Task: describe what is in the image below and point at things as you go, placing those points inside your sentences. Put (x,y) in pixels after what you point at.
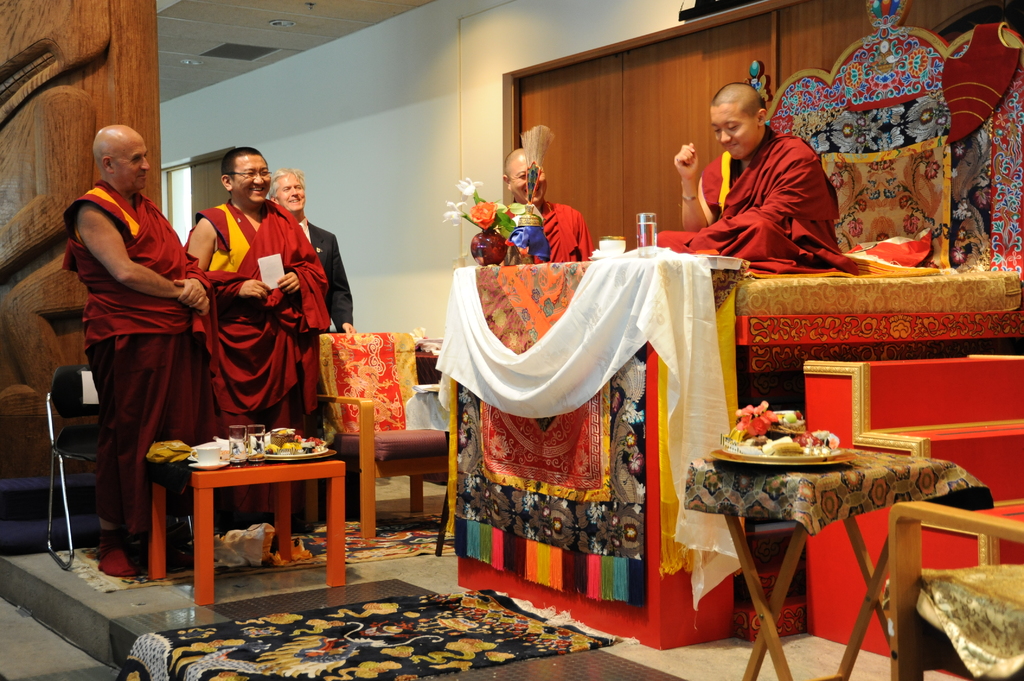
These persons (281,290) are standing and holds a smile. This person (693,226) is sitting on a chair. In-front of this person (732,247) there is a table (602,283), on this table (523,314) there is a cloth (537,287), flower vase (476,218), cup (602,240) and glass (641,229). We can able to see chair (385,383), beside the chair (361,427) there is a table (227,480), on this table (205,484) there is a cup saucer (211,449), glasses (235,441) and plate (275,452).
